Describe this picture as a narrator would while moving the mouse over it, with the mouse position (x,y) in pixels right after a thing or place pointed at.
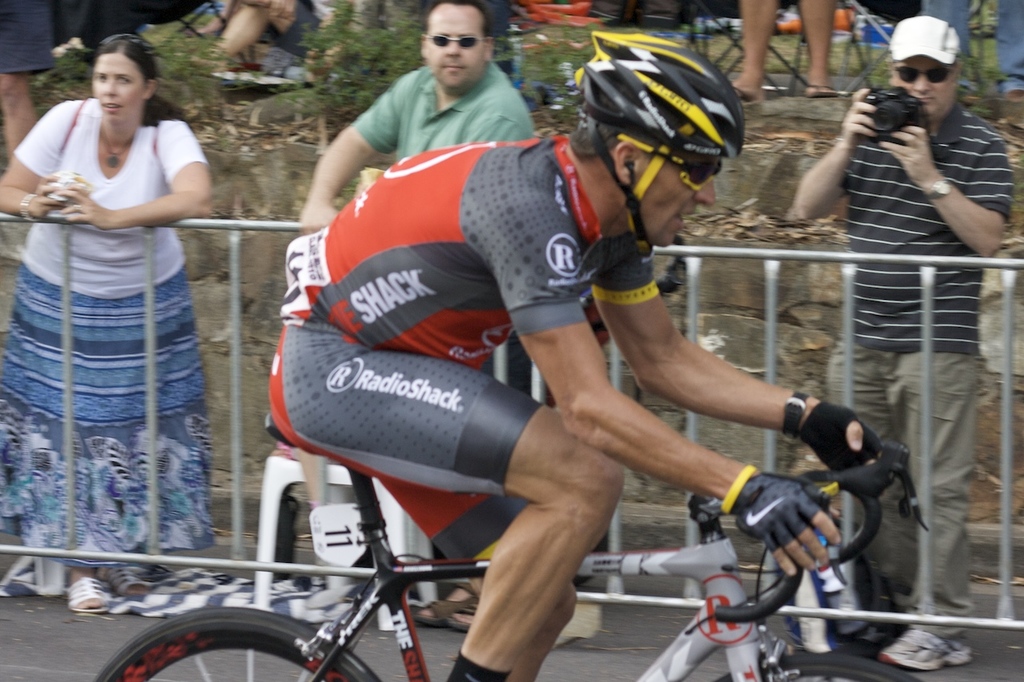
In the foreground of the picture (544,623) a man (674,236) is cycling. On the left (181,198) there is a woman (46,232) standing over the railing (249,227). In the center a man (425,50) is looking at the bicycle (359,659). On the right (925,47) there is a man (879,287) standing holding a camera (890,106). In the background (766,17) there are few people (812,19) standing.
